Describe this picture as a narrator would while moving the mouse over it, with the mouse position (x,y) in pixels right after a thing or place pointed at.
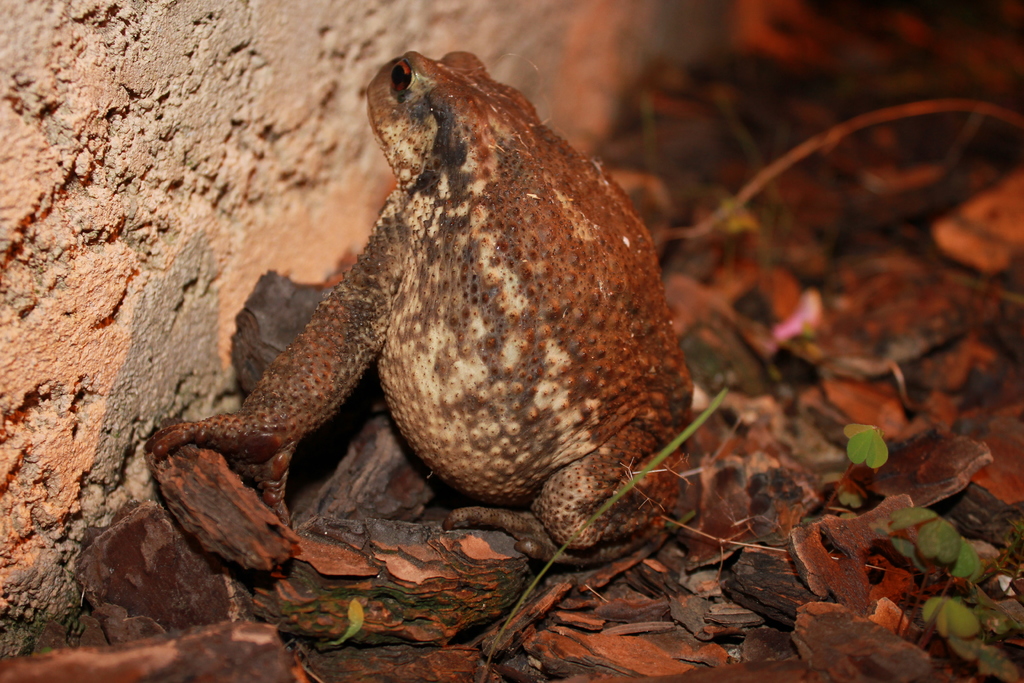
In the middle of this image (528,304), there is a frog (528,305) on the ground (673,525), on which there are wooden pieces (480,532), plants (873,432) and a grass (633,485). On the left side (105,453), there is a wall (77,445). And the background (796,29) is blurred.
